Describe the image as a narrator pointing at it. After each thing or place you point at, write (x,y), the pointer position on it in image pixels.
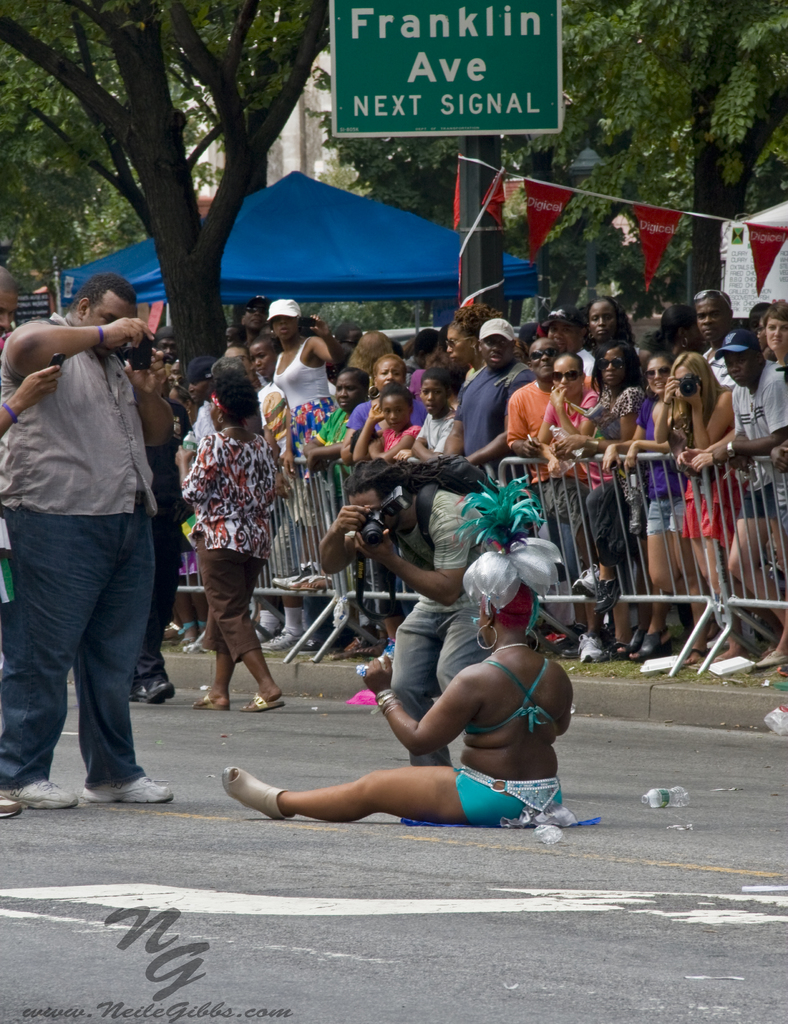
In the picture I can see a person (469,731) wearing different costume (478,773) sitting on road (502,862) and there are some persons (32,595) standing and holding cameras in their hands (345,528) and in the background (320,431) there are persons (691,522) standing behind fencing (729,486), there are some trees (223,32), board (536,60).
